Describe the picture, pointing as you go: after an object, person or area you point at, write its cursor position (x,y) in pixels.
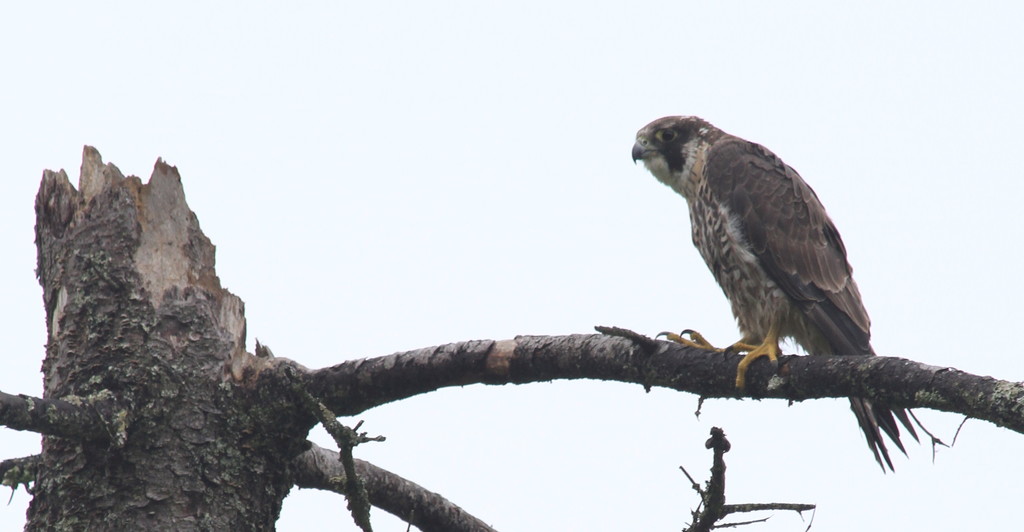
In this image we can see a falcon (793,224) standing on a branch (724,371) of a tree (191,350). In the background (406,211) we can see the sky (393,211).
